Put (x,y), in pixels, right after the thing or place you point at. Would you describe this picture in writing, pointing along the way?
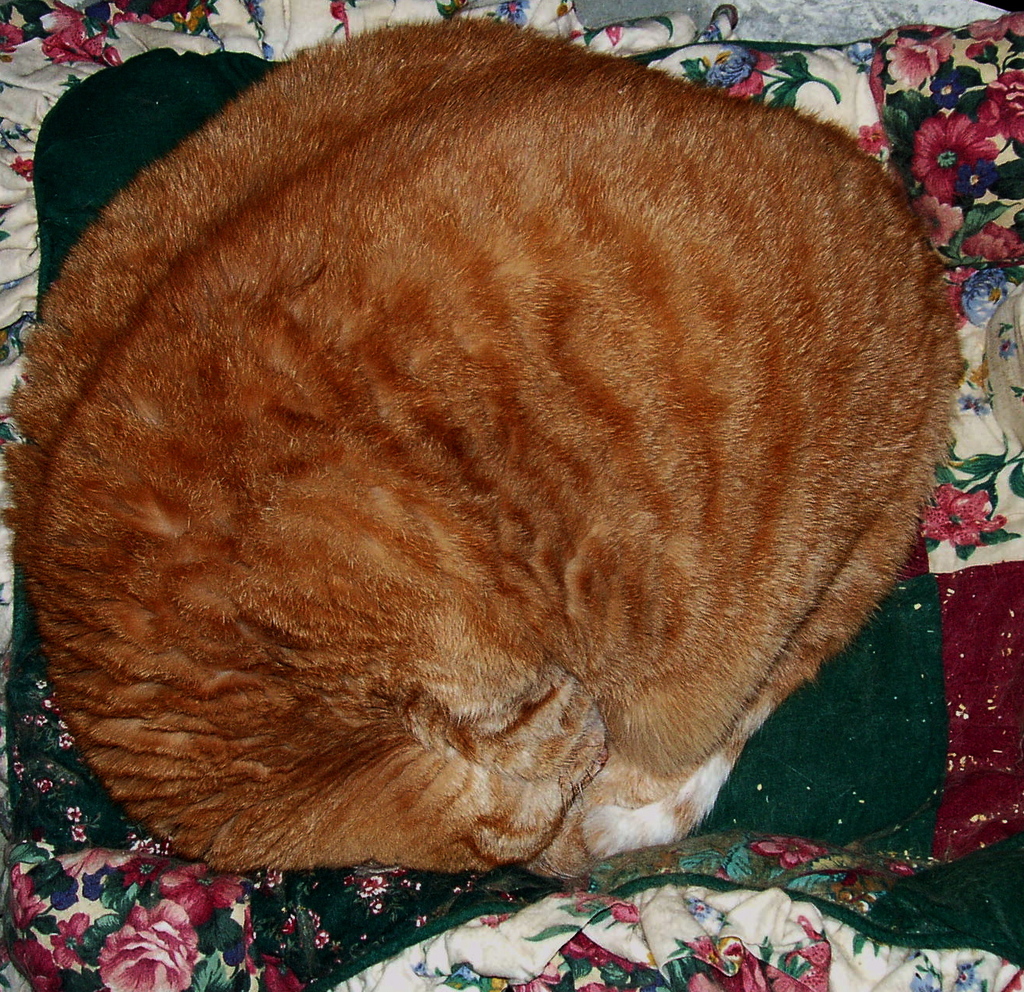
In the picture we can see a cat (690,663) which is rolling and sleeping on the bed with a bed sheet (749,926) on it with some designs (837,864) of flowers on it.
